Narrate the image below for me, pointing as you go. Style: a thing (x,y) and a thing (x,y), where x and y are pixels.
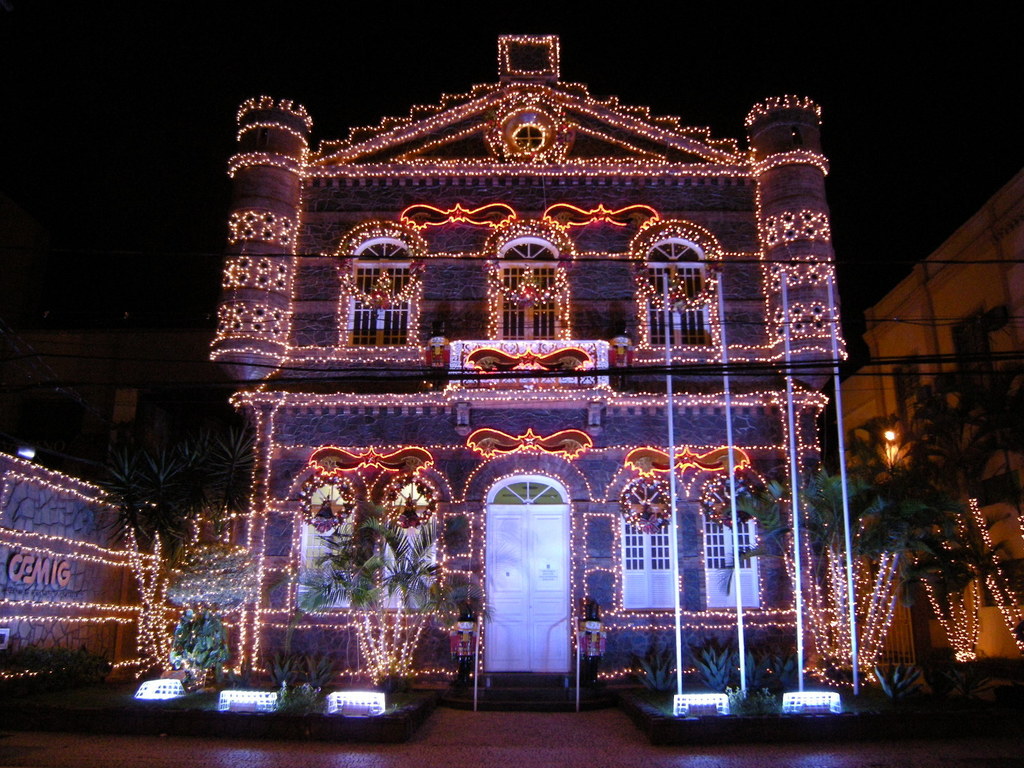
This picture is clicked outside. In the foreground (129,656) we can see the green leaves (727,680), plants (964,603) and we can see the buildings (308,221) and the decoration lights (381,292). In the background (967,62) we can see the sky (957,101) and some other items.
